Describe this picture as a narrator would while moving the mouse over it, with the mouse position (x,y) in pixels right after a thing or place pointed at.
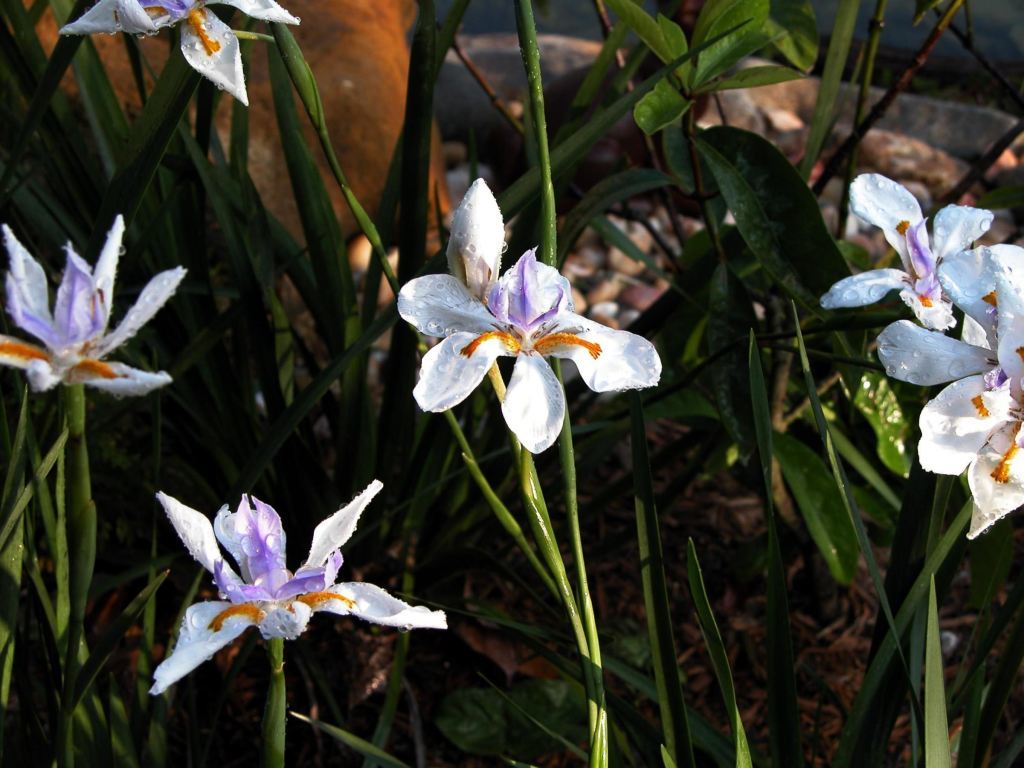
In this image I can see few white and purple color flowers (514,375) and few green color leaves (747,395).
